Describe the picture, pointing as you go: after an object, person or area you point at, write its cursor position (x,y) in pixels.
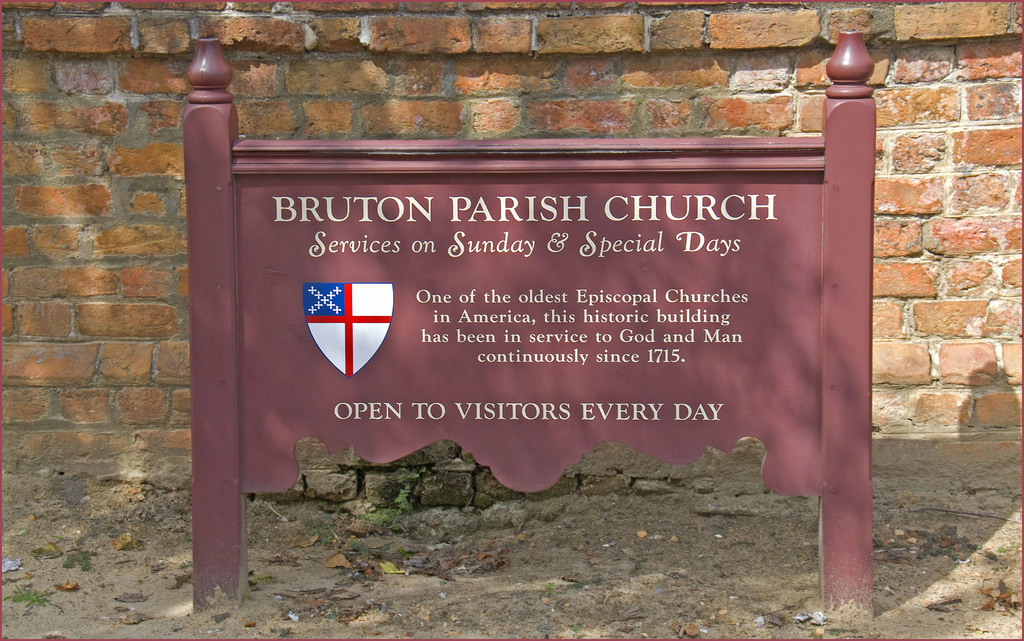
In the center of the picture (532,233) there is an wooden board (527,337), on the board (509,257) there is text (492,295). In the background (327,70) we can see a brick wall (956,383). At the bottom (301,575) there are dry leaves (402,560) and soil (792,562).
